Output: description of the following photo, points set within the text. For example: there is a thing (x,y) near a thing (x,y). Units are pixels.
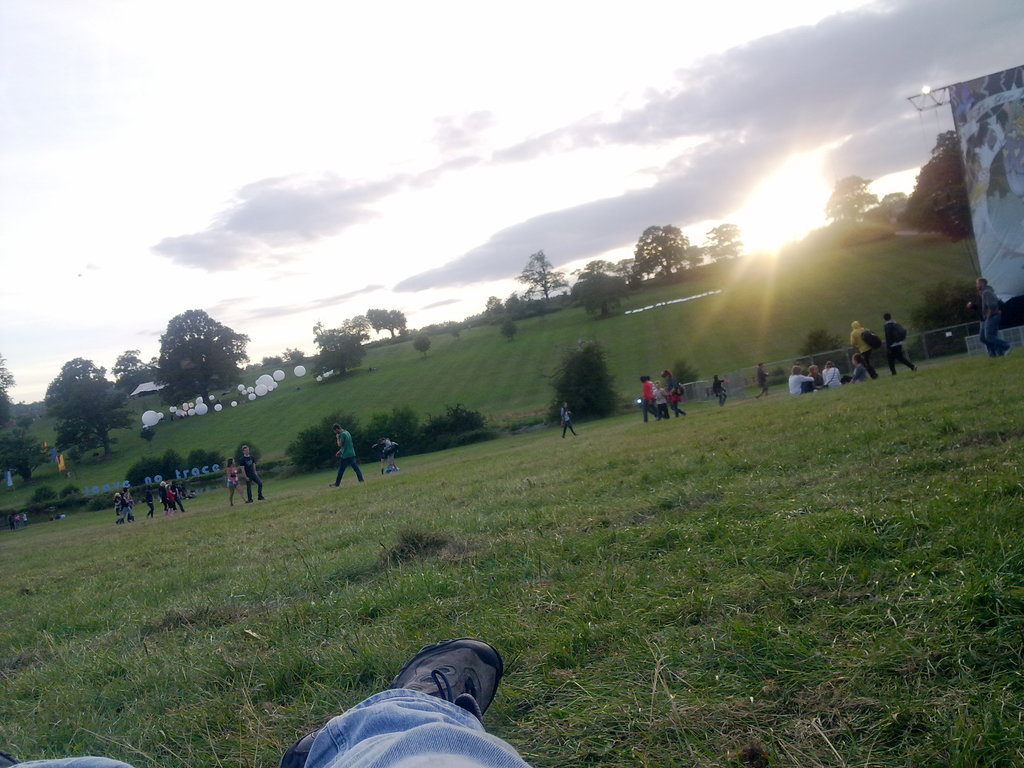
In this image there is a person (473,718), and at the background (19,315) there are group of persons (895,338) standing on the grass (355,542), banner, boards (197,471), balloons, trees (950,138), sky (257,65).
